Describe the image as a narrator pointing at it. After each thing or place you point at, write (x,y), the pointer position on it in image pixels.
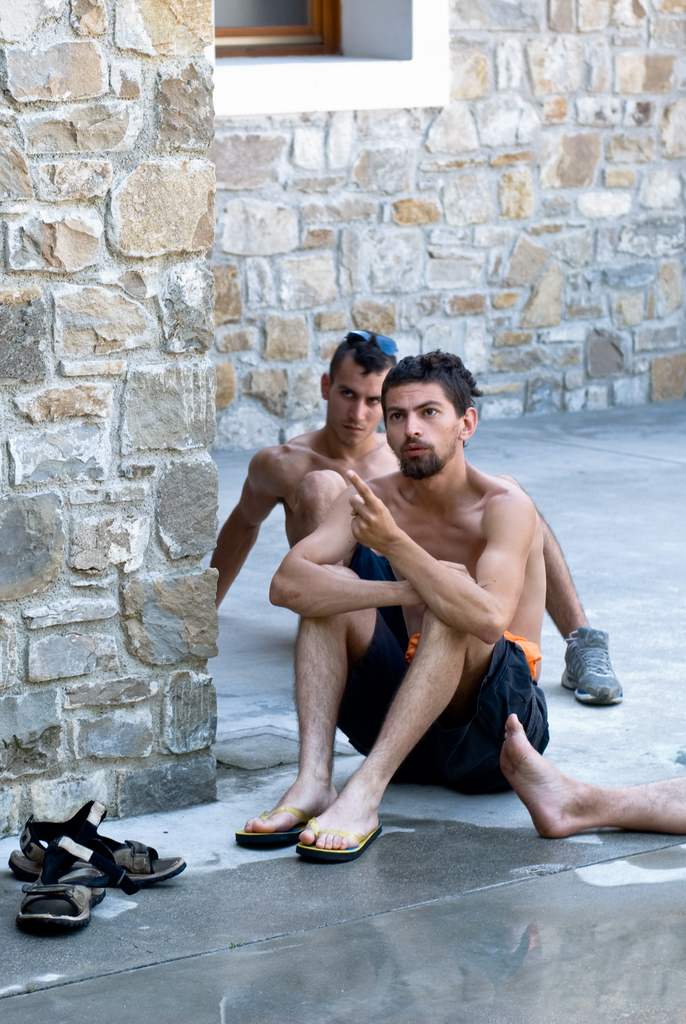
In this image few persons (316,701) are sitting on the floor (614,771). Behind there is a wall (357,225) having a window (312,35). Left bottom there is footwear (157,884) on the floor (171,950). Right side (506,754) a person's leg (659,801) is visible.
